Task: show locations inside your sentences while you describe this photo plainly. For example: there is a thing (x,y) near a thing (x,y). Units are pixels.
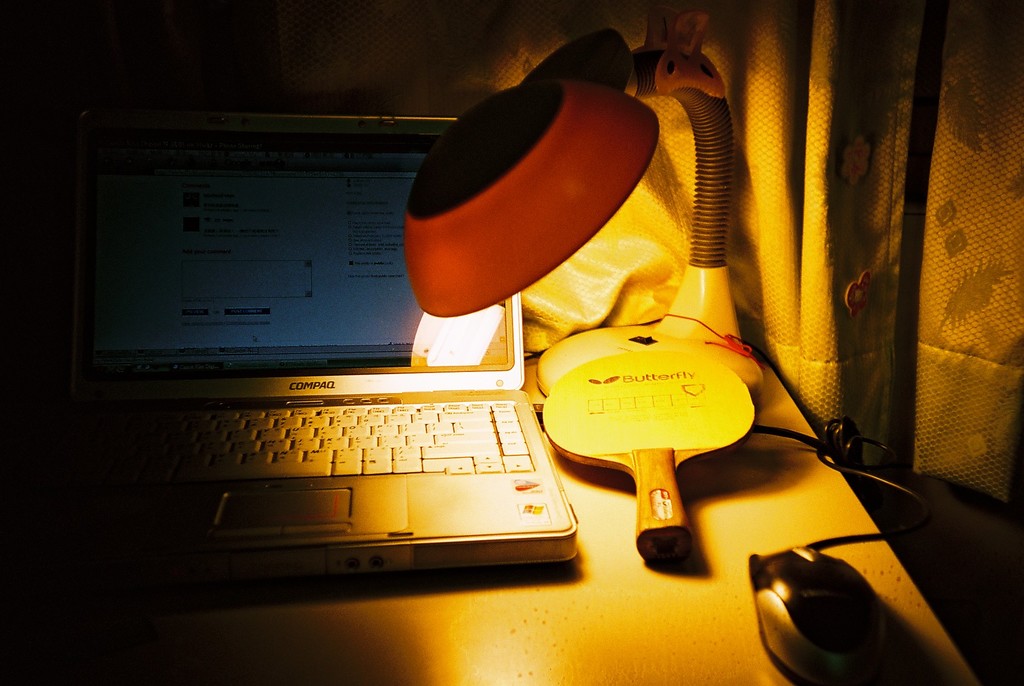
On this table (616,596) there is a bat (699,390), lamp (544,181), laptop (368,476), mouse (793,575) and cable (848,455). This is curtain (826,261).
